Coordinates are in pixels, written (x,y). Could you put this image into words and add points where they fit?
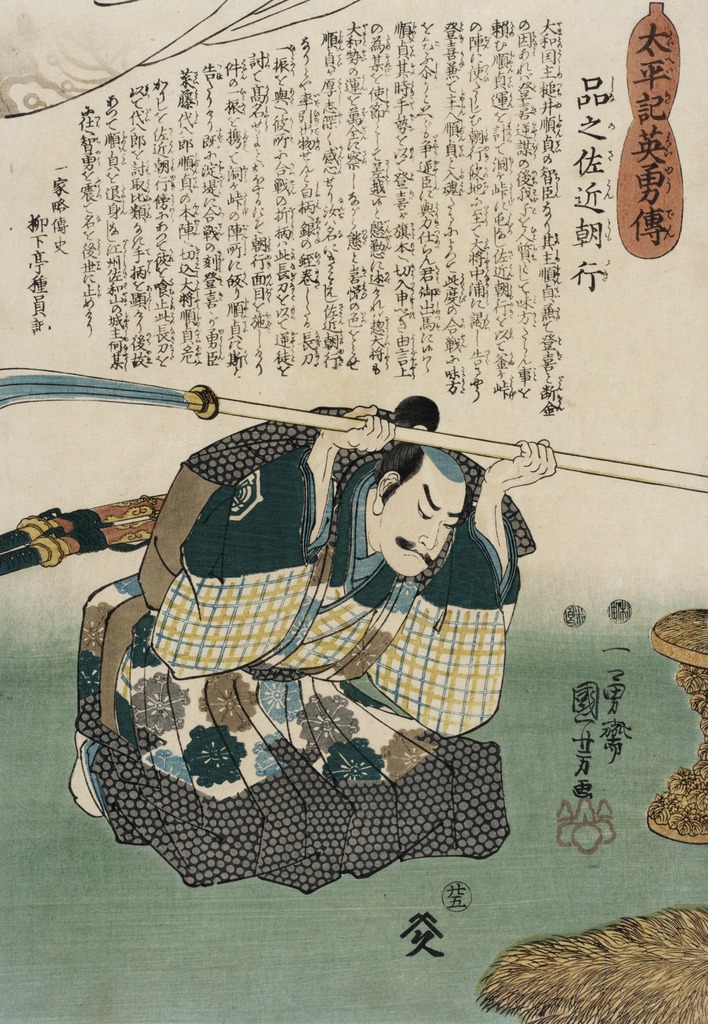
There is a picture (282,664) of a person (312,603) on a paper (256,604) as we can see in the middle of this image (351,582), and there is some text (416,331) at the top of this image (436,330).
